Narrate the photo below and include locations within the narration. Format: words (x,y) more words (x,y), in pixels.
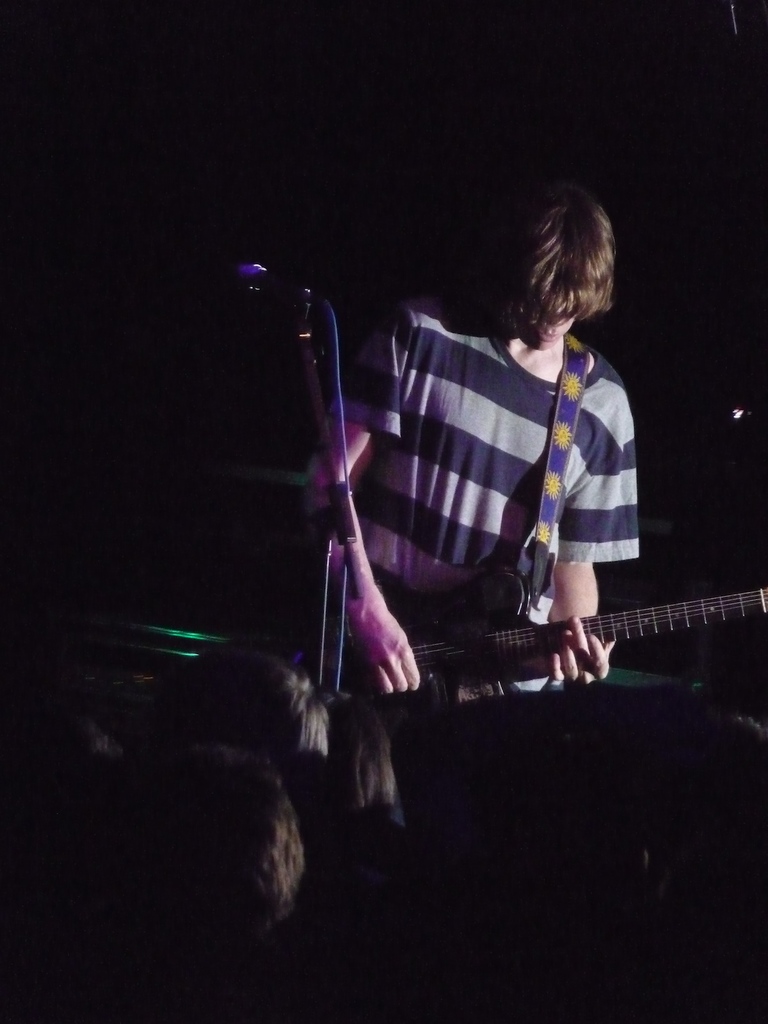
This man (503,554) is playing a guitar (469,656). This is a mic (241,268) with holder (338,472). These are audience (260,787).
